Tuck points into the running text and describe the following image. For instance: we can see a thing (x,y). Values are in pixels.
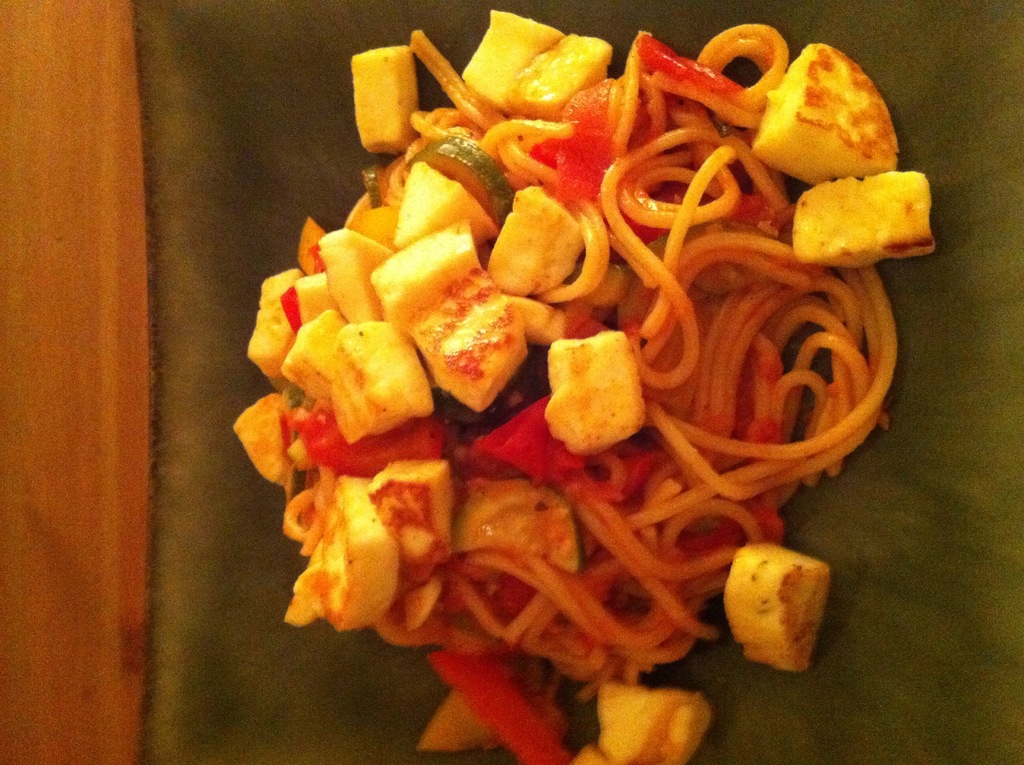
In this picture I can observe some food (347,396). There are some noodles (693,433). The food (708,526) is in yellow color.
